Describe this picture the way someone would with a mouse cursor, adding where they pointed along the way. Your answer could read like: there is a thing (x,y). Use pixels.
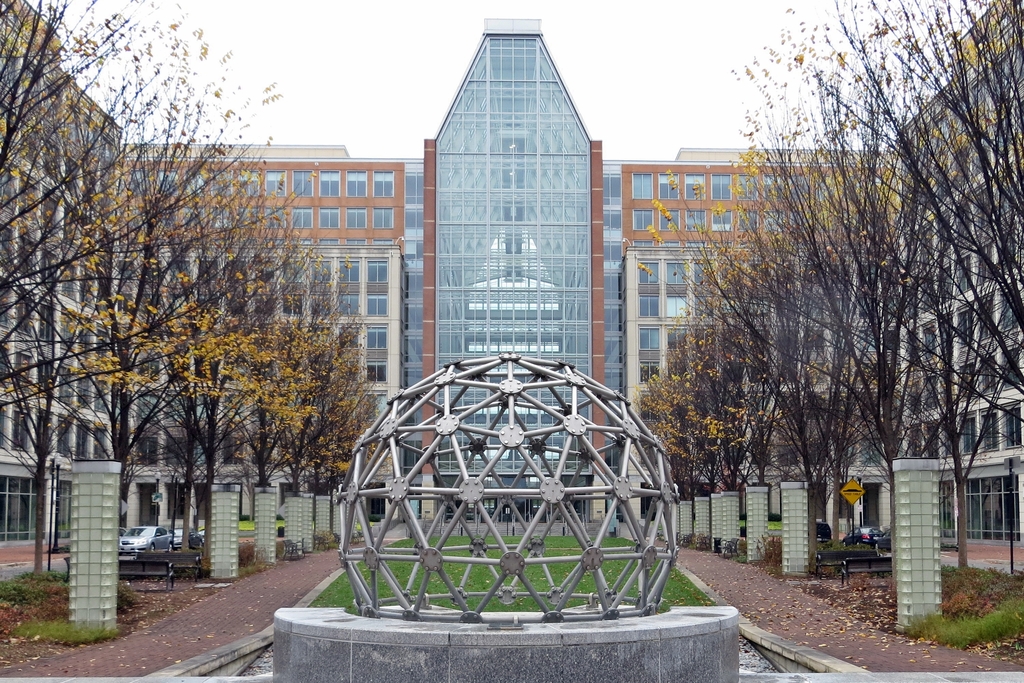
In this picture we can see a dome (418,460) on a platform (563,634), grass (534,604), paths (146,631), poles (93,533), vehicles (124,551), trees (752,425), benches (845,554), signboard (854,487), buildings (440,279) with windows (588,303) and in the background (441,68) we can see the sky (441,68).
